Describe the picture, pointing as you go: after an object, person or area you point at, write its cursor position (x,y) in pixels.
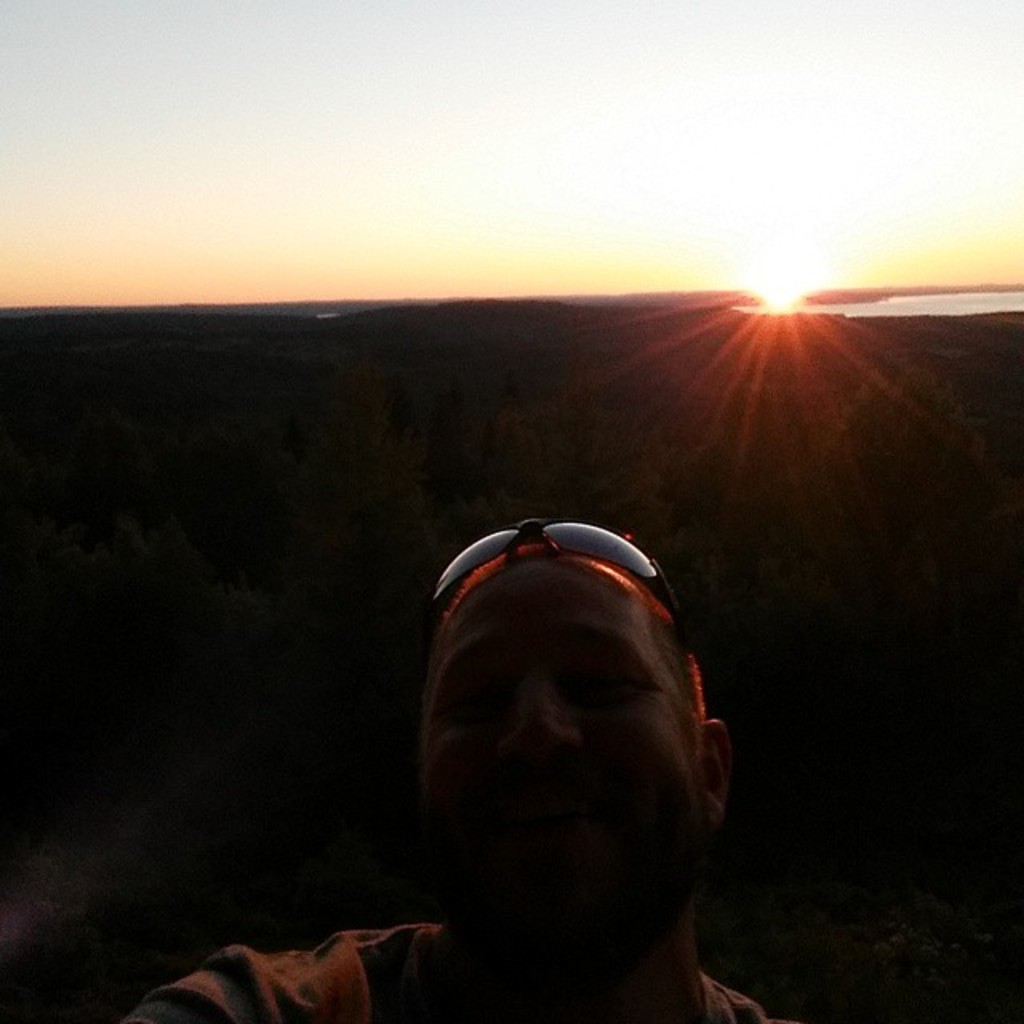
In the foreground of the image (551,747) there is a person (547,736). In the background of the image (473,369) there are trees (418,395), sky (620,177), sun (765,301) and water (905,301).
